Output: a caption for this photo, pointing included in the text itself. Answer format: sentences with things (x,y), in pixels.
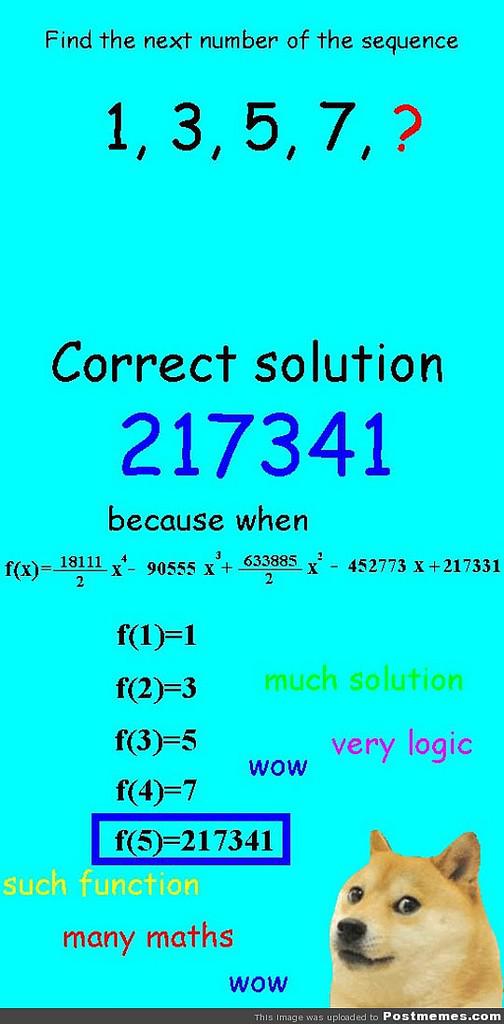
In this image I can see a dog (379,910) which is cream, brown and black in color and I can see something is written with black, blue and green color on the blue colored background.
